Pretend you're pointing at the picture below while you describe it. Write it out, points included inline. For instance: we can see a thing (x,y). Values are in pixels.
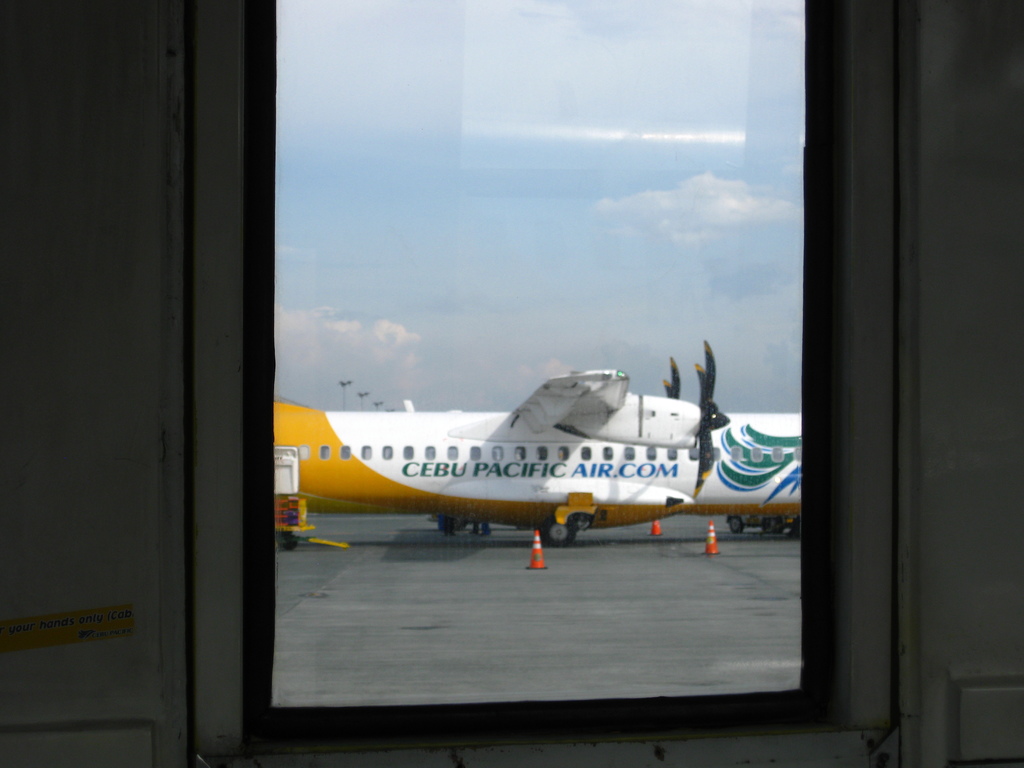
It is a glass (536,350), outside there is an aeroplane (528,515), it is in white and yellow color. At the top (488,238) it's a sky (500,249).
